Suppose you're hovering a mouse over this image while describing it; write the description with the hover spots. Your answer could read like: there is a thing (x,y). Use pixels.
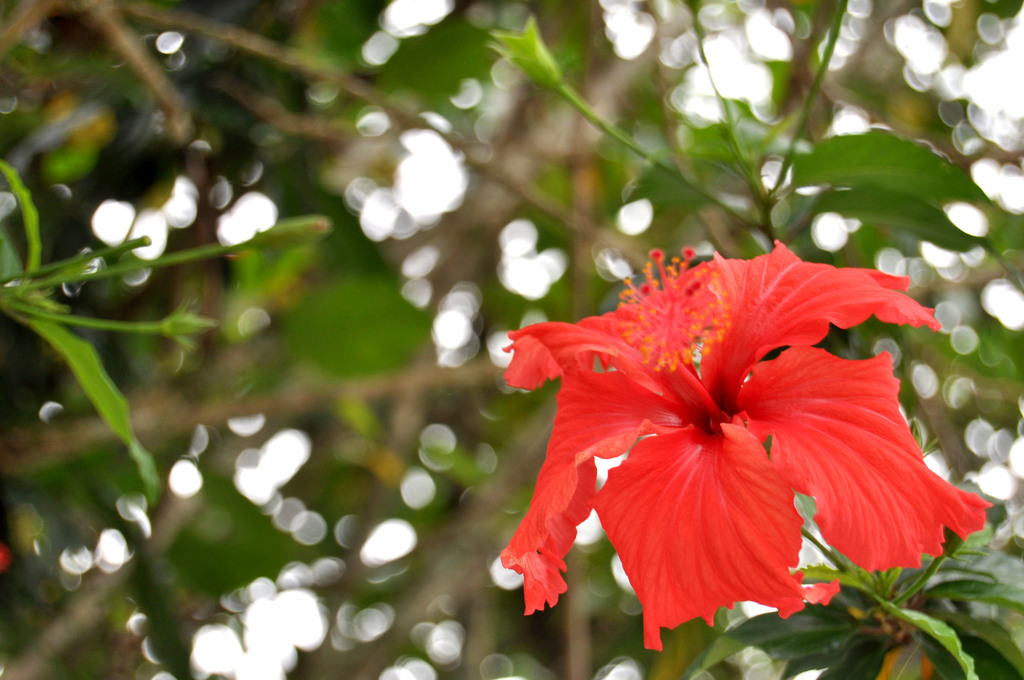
In this image, we can see a flower (654,436) and some leaves (110,381). In the background (85,330), image is blurred.
